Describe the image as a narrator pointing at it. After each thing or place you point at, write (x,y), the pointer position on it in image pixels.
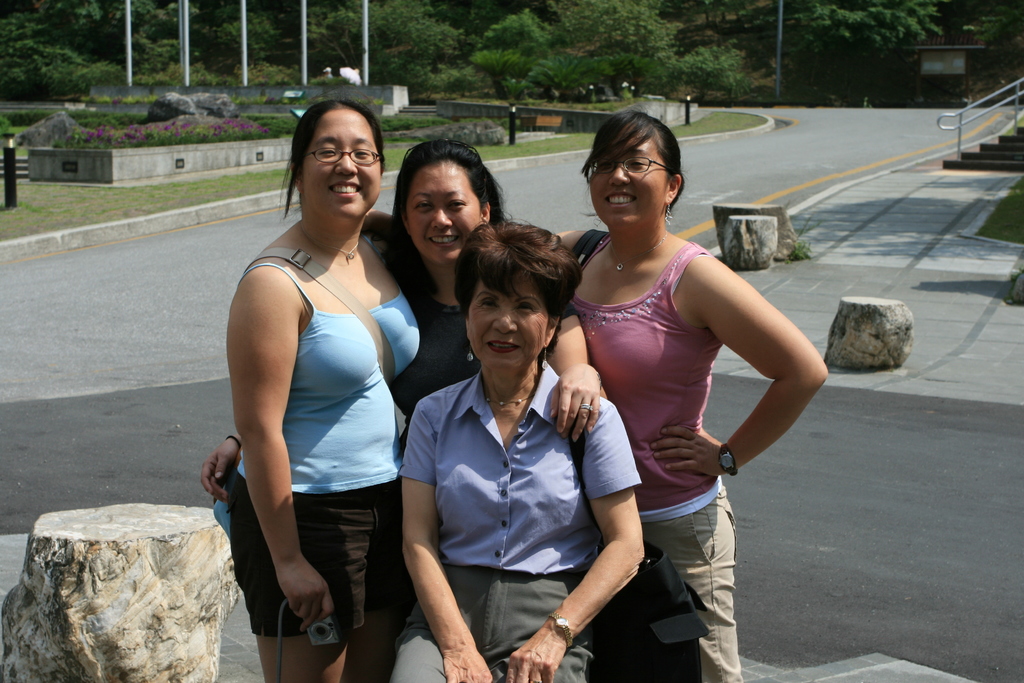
In this image I can see group of women (445,490) among them one woman (426,572) is sitting and other women (384,468) are standing. These women (503,381) are smiling. In the background (544,198) I can see a road (725,169), the grass (266,190), poles (307,61) and trees (675,6). Here I can see stairs (1004,154) and some wooden objects (38,667).
